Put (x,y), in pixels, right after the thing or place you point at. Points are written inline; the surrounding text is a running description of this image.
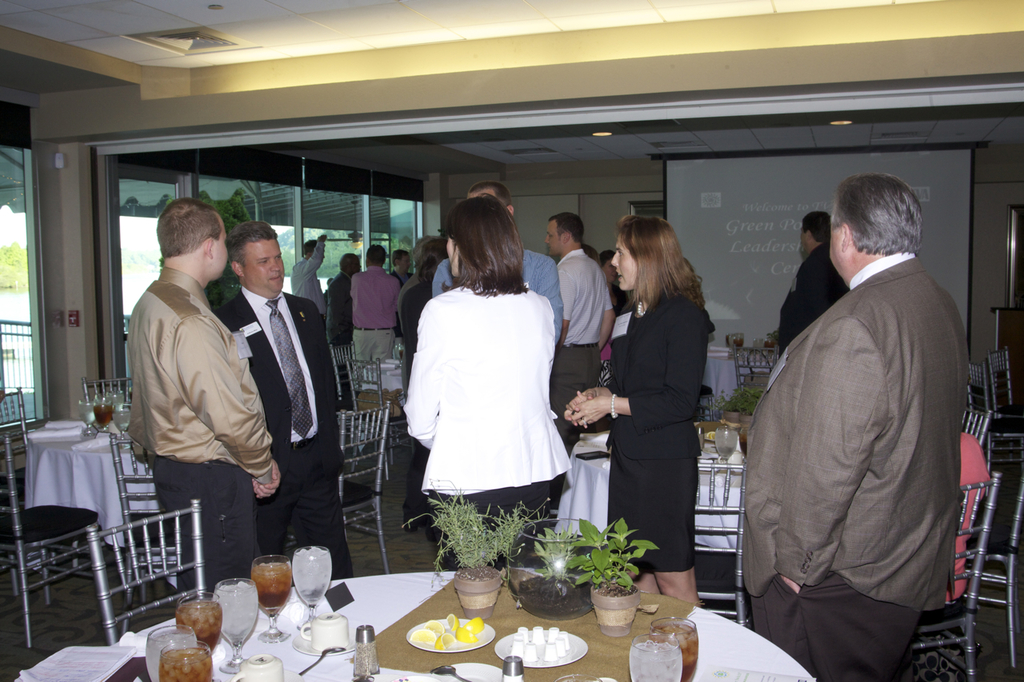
There are few people (352,274) standing. These are the tables (367,604) covered with white cloth (396,594). On this table (314,658) I can see wine glasses (305,577), plates (534,661), flower pots (625,610), cups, spoon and few other things (510,666) on it. These are the chairs (57,538) which are silver in color. This is the screen (746,200). These are the ceiling lights (603,132) attached to the rooftop (622,154). This looks like a window (125,240) which is a glass door (124,260). This is the rooftop (240,19).
